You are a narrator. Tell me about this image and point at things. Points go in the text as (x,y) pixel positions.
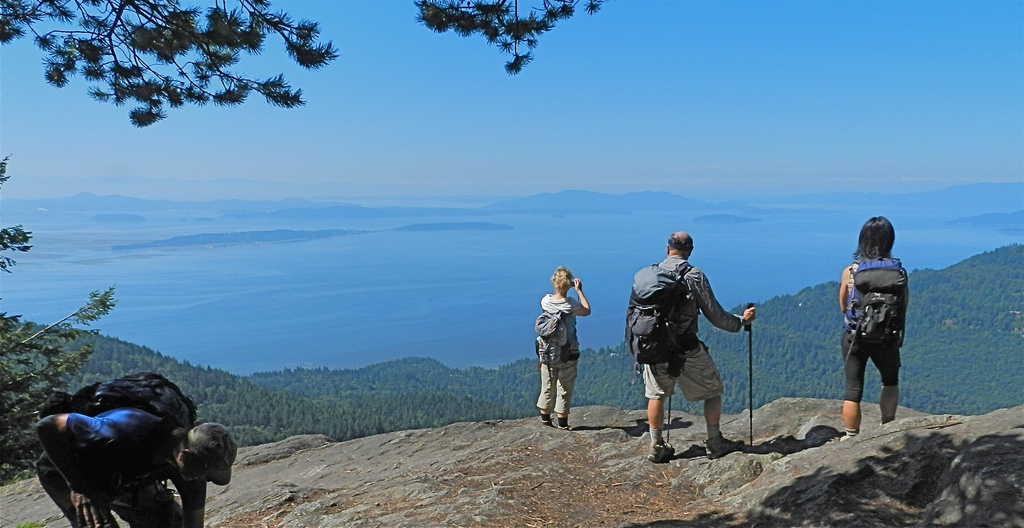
In this image it seems like a scenery in which there are four people (705,366) who are standing on the hill (641,472) and looking at the sky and taking the picture. In the middle (663,319) the man (690,358) is wearing the bag (646,347) and holding the stick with his hand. at the bottom (516,436) there is a stone (532,501) which these people (856,357) are standing.
